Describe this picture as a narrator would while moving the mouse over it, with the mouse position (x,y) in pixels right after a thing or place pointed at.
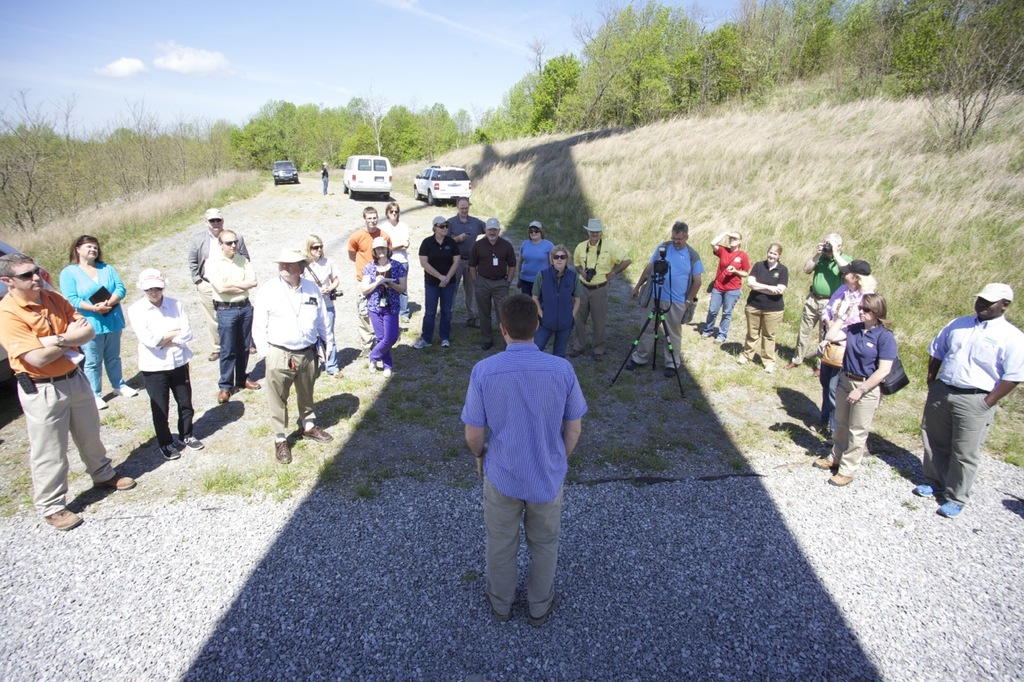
As we can see in the image there are few people (578,307) here and there, vehicles (438,186), dry grass (756,160), trees (398,133) and sky (279,81).
